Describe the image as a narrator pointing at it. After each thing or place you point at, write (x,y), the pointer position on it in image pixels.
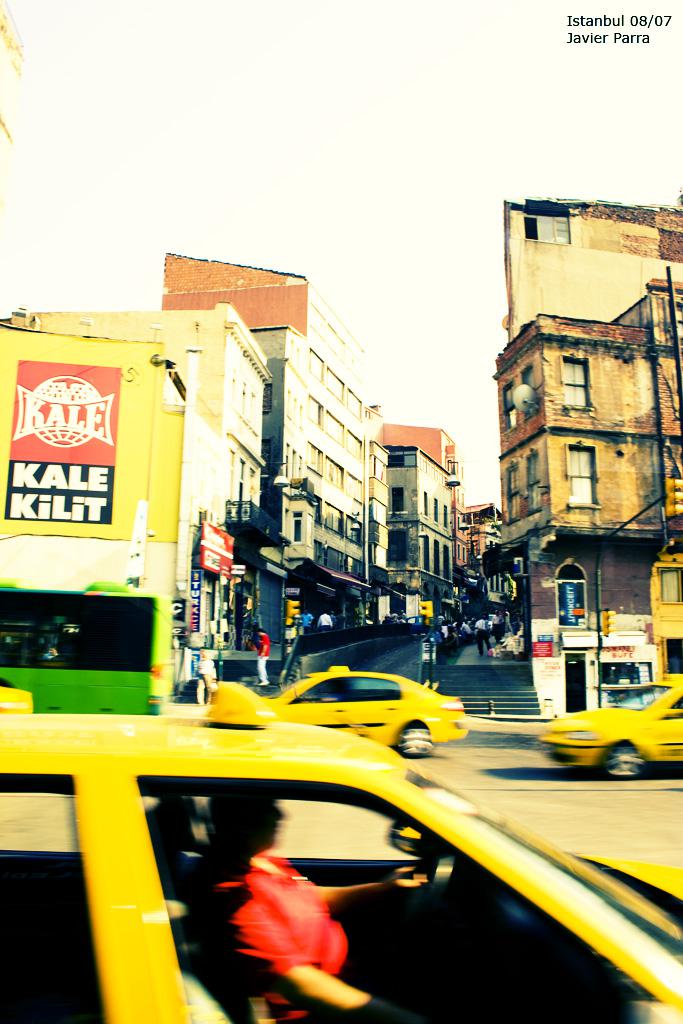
In the image we can see there are vehicles (264,718) on the road (632,826). There is a man (311,937) sitting in the vehicle (256,980) and this is a poster (83,497). There are many buildings (562,492) and these are the windows (573,475) of the buildings (424,462). This is a watermark (603,21) and a white sky (261,146).
